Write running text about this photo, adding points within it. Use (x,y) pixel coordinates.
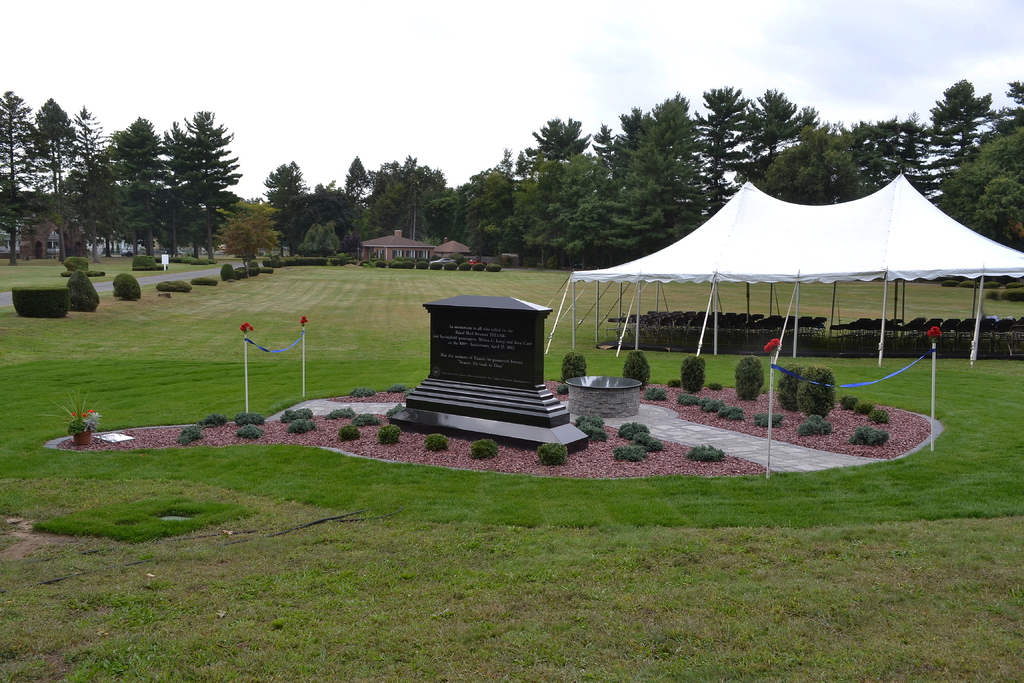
In the picture I can see a stone (462,424), plants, grass (472,509) and a white color tent (695,334). In the background (400,253) I can see houses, trees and the sky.
